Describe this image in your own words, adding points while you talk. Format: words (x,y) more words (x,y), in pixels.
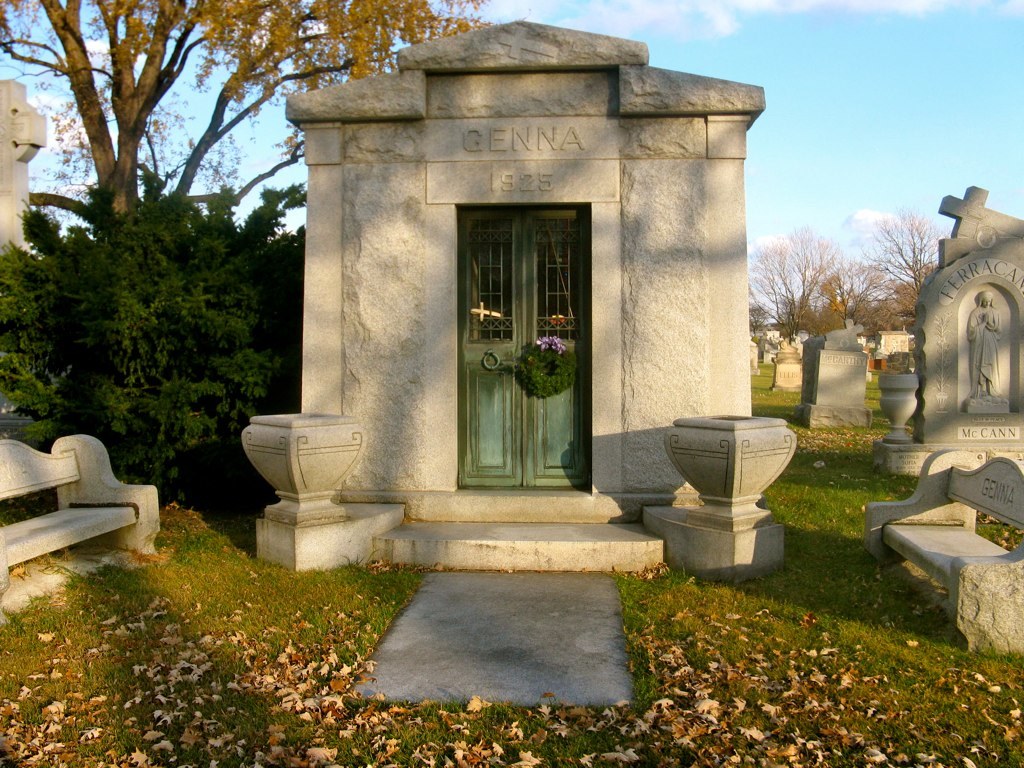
In the image we can see there is a small building (479,452) and there are benches (57,541) on the ground (387,642). The ground (459,661) is covered with grass (742,687) and dry leaves (710,682). Behind there is graveyard (817,356) and there are trees (816,277). There is a clear sky (924,118).
